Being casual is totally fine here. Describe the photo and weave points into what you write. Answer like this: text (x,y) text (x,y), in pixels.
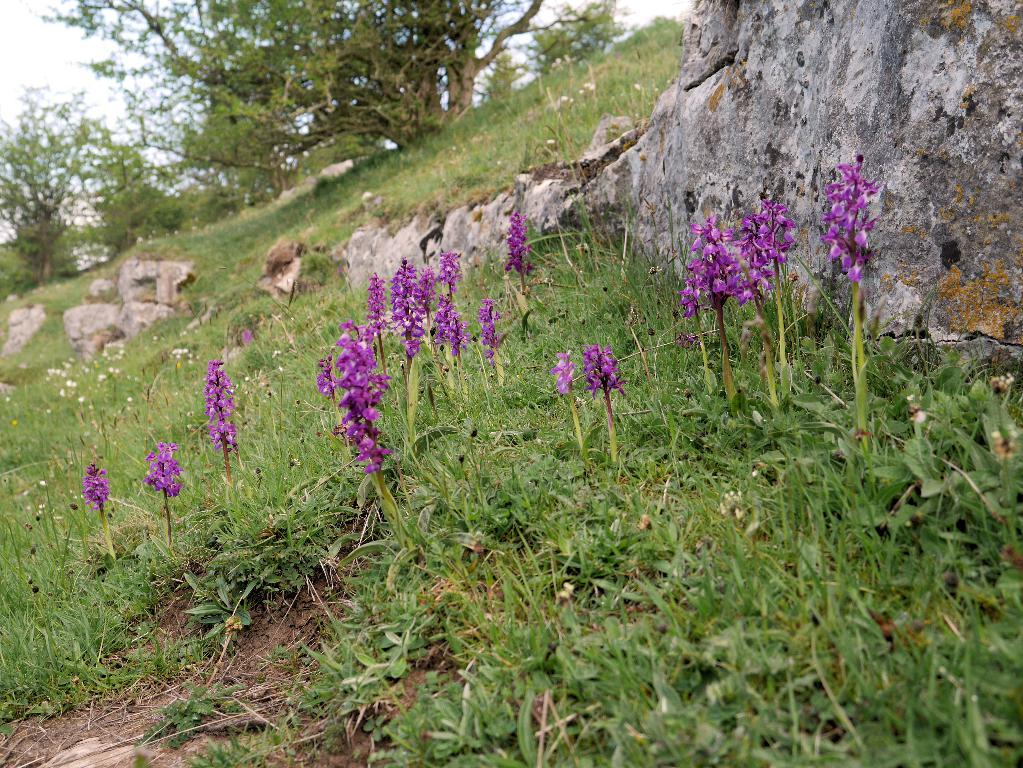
In the picture we can see a hill slope (481,681) with grass surface (575,681) and on it we can see a part of rock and stones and on the top of the slope (230,235) we can see some plants (155,225) and behind it we can see the sky (569,3).
